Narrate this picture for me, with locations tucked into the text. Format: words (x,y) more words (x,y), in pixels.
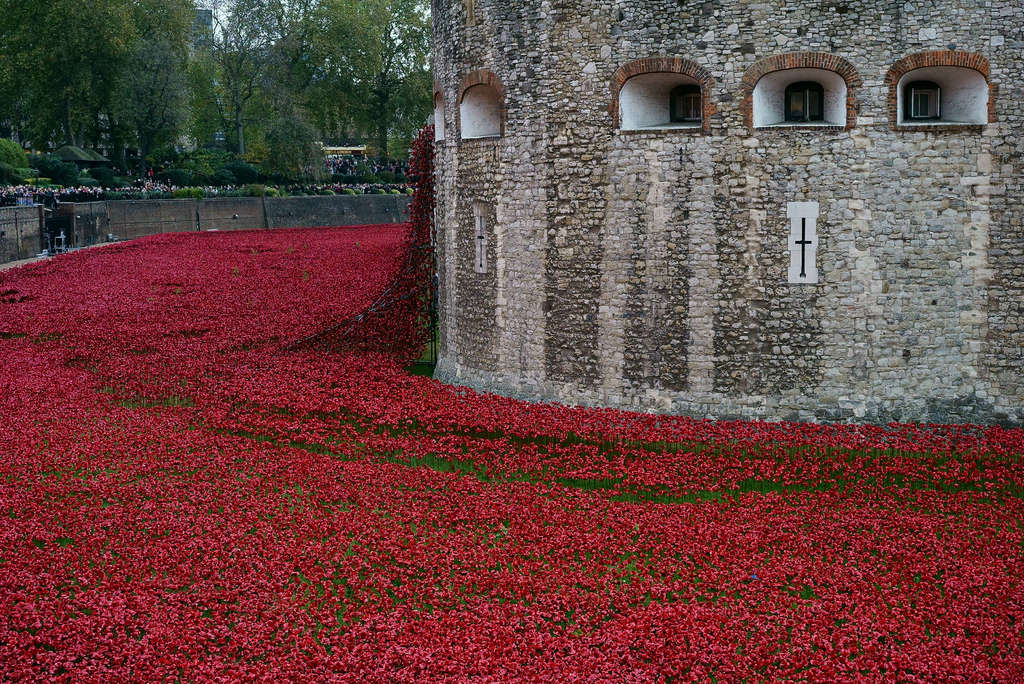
In this image, we can see some plants (538,565) with flowers (657,571). We can also see the wall (642,174) with some objects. We can see some plants (257,173), trees (295,84). We can see a house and a few green colored tents (92,158). We can also see the sky (225,11).
